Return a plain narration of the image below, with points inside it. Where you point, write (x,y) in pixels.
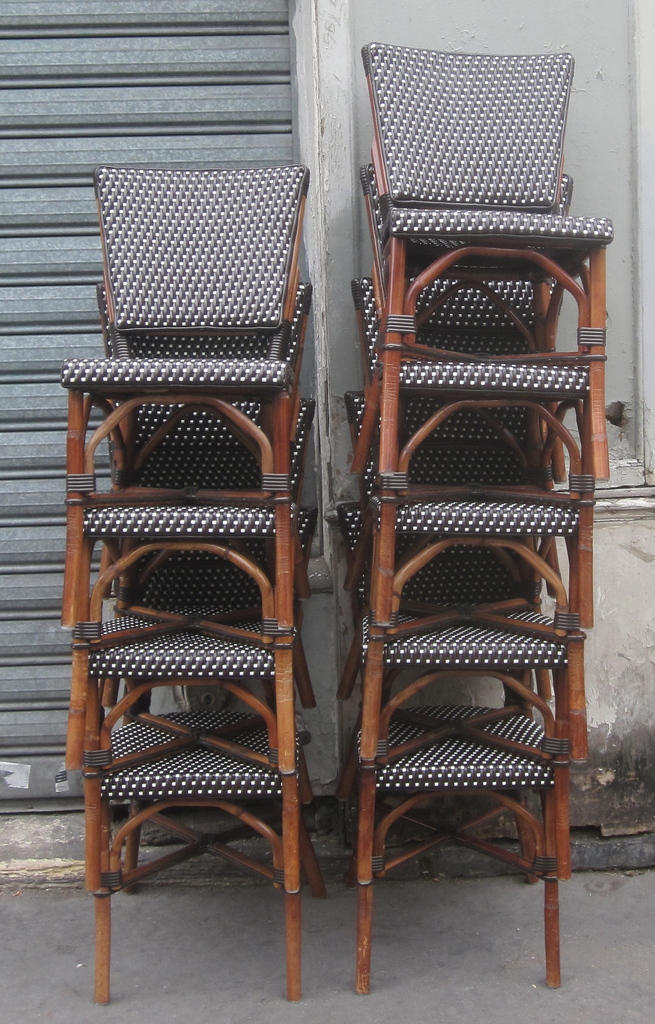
In the image there are empty chairs (283,202) kept one upon another and behind those chairs (380,181) there is a wall (298,83) and a closed shutter (39,757).
